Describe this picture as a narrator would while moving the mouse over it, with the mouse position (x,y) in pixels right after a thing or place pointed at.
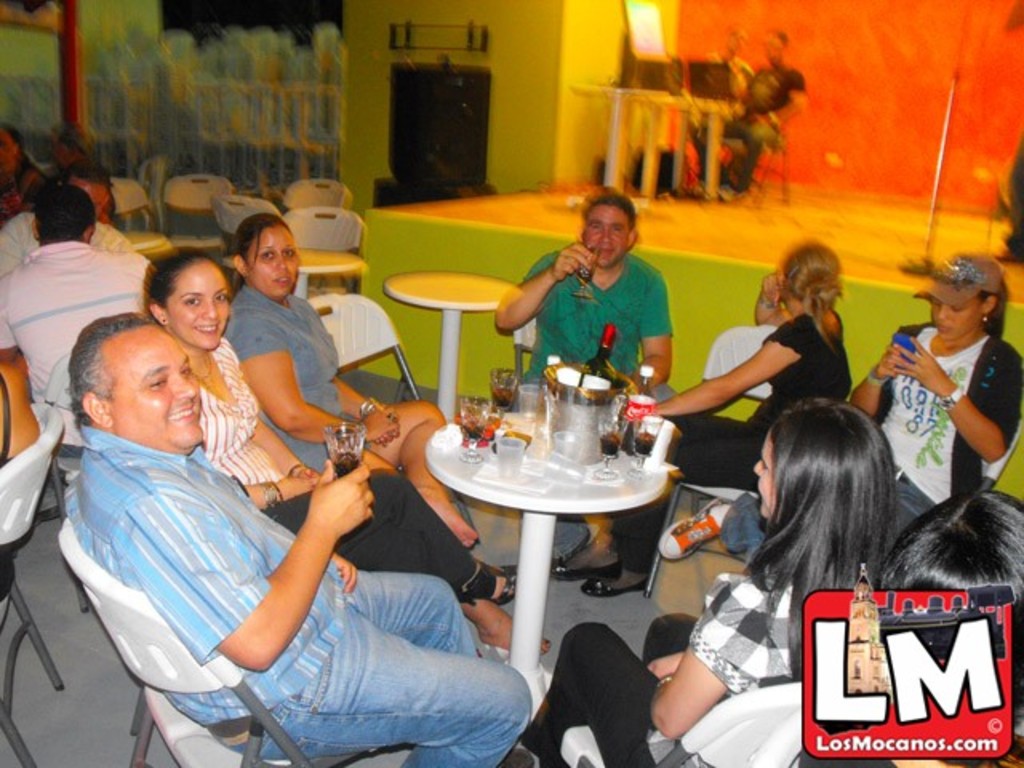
Here we can see a group of people (244,472) sitting on a chair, and in front (579,446) there is the table (567,449) with wine bottle (588,371) and glass (603,427) and other objects (502,450) on it, and at back (844,51) there is the wall (816,83), and some persons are sitting over there.
